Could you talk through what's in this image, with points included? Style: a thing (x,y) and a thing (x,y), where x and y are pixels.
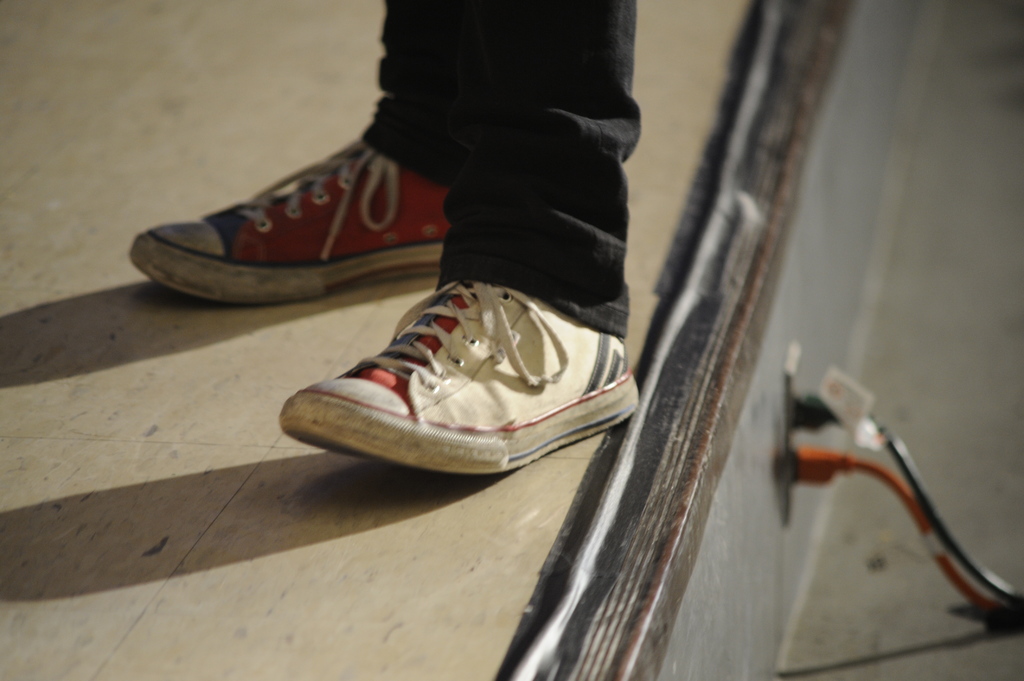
In this image, I can see a person's leg (385,151) with shoes (340,209). This person (534,248) wore a black color trouser (502,126). These are the cables (831,451), which are attached to the socket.
